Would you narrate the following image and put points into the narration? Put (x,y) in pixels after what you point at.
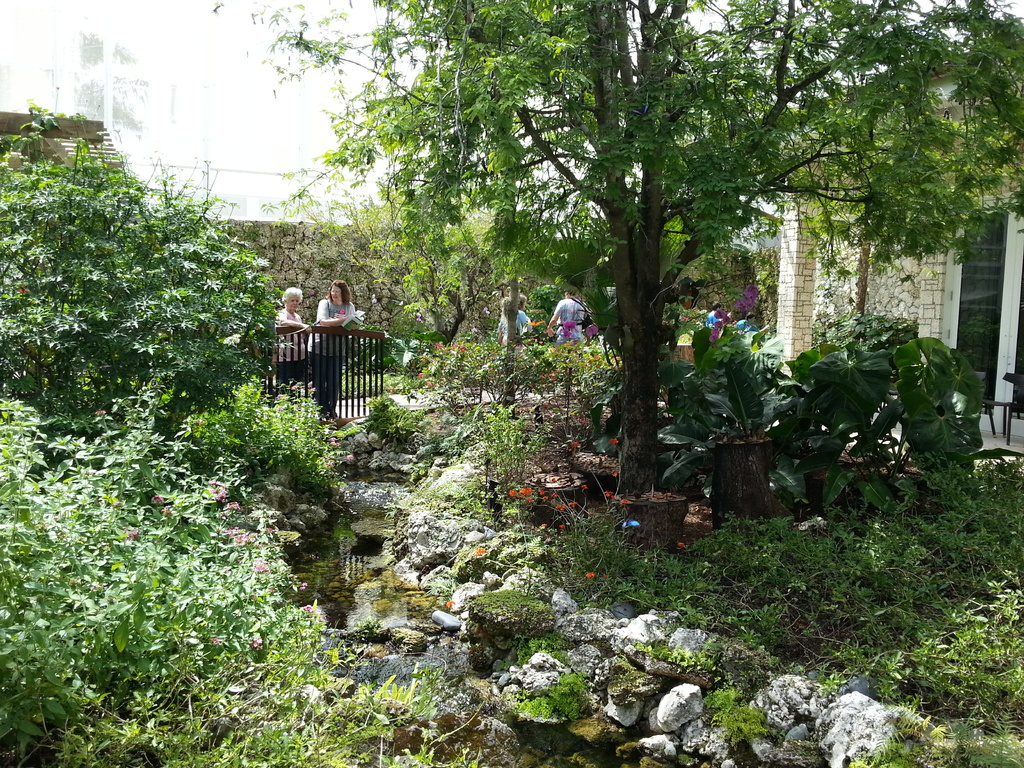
In this picture I can see plants (88,487) and few trees (396,261) and few people (345,318) standing and I can see few rocks (416,541) and water (561,729) and a building (899,299) on the side.
